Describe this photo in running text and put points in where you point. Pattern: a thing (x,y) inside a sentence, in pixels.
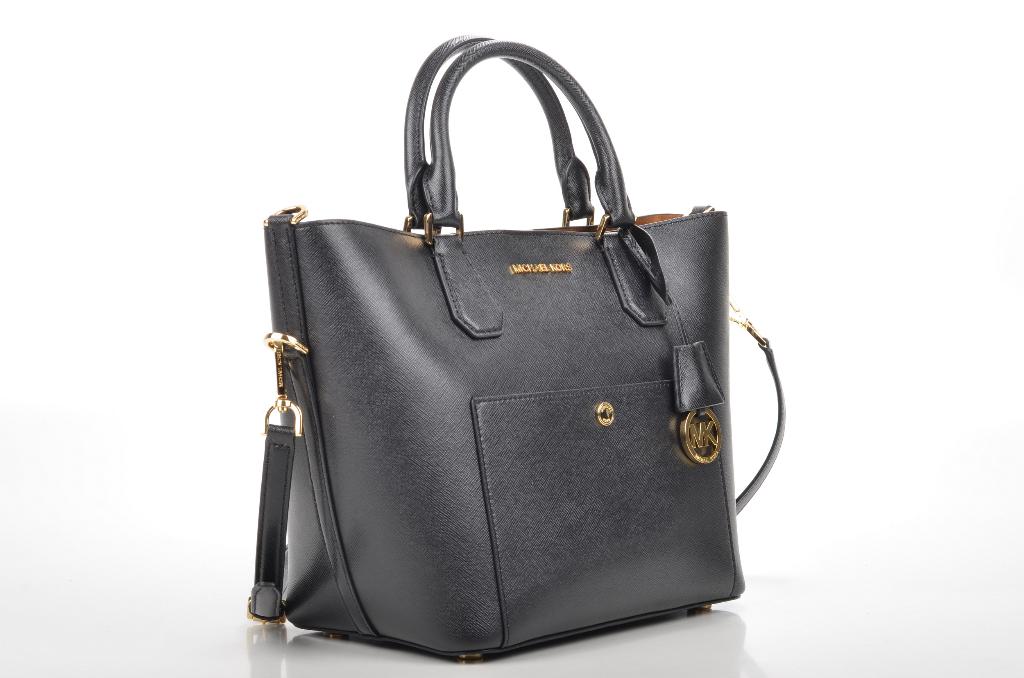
It's a handbag (389,392). It's in black color.
